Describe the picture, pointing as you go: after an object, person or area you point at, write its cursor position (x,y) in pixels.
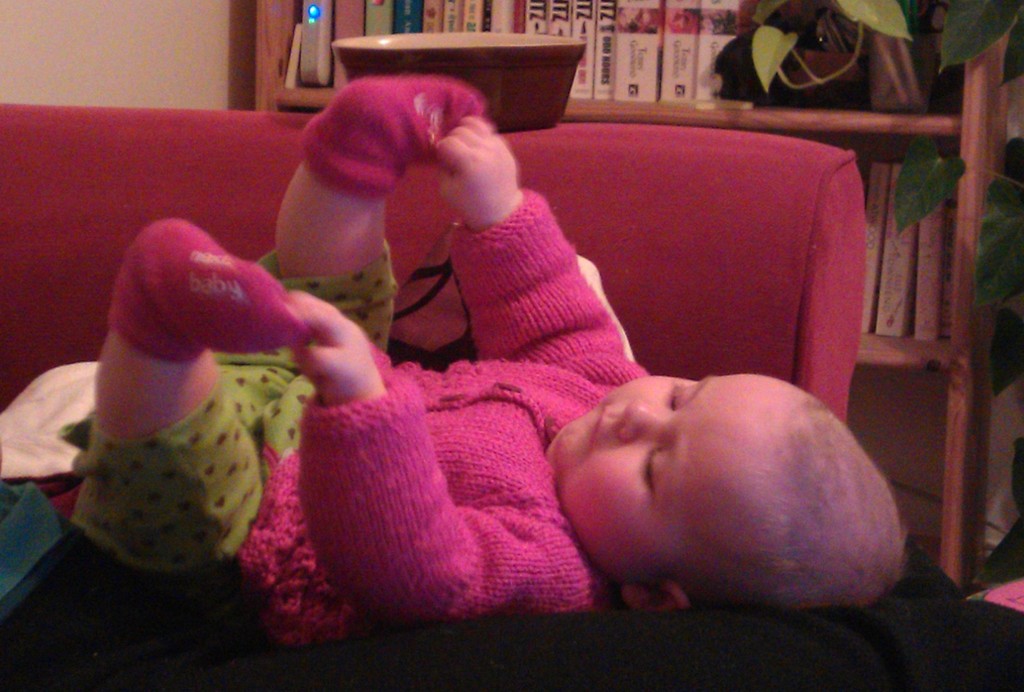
In this image, I can see a bowl (517,103) and a baby (573,550) lying on a couch (648,155). Behind the couch (628,126), I can see an object (750,49), a house plant (1000,263) and books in the racks (963,77). In the background (61,34) there is a wall (121,40).
